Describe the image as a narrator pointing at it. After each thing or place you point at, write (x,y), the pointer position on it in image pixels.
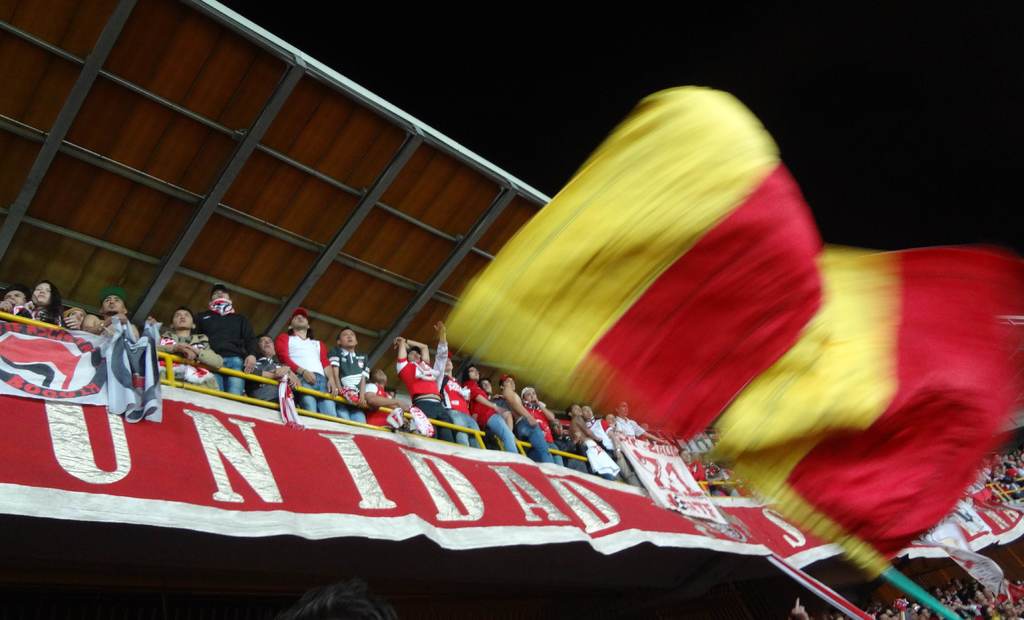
In the center of the image (597,349) we can see one flag (699,423), which is in yellow and red color. In the background (191,336) there is a roof (397,112), fence (450,424), banners (418,471), group of people (419,400) are standing, few people (450,392) are holding some objects (703,499) and a few other objects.
